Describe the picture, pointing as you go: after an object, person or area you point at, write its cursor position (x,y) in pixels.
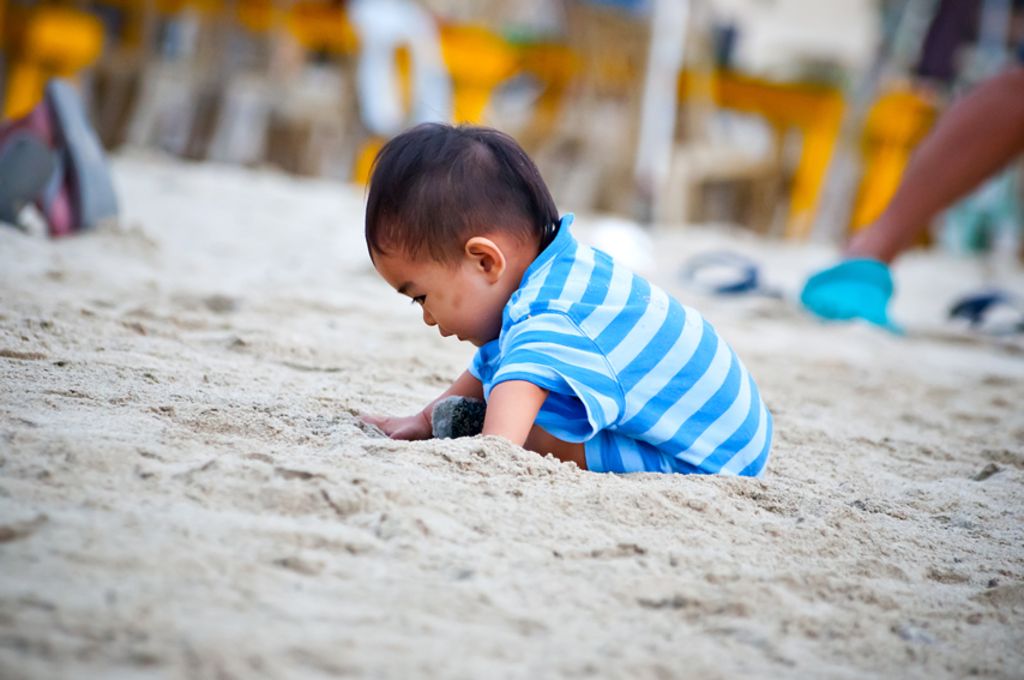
In the center of the picture (522,266) there is a kid (530,241) playing in the sand (992,266). The background (792,134) is blurred.
